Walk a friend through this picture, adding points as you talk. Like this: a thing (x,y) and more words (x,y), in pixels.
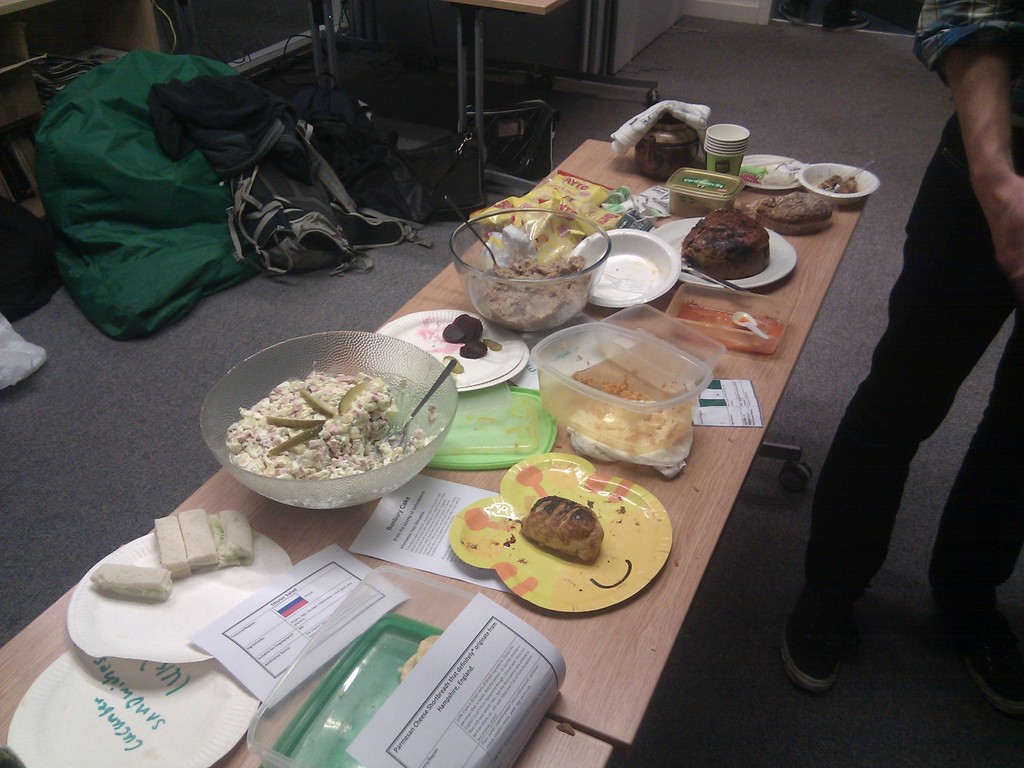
In the center of the image (674,478) we can see a table (390,640). On the table (401,664) there are bowls (361,435), food (565,524), meat (556,507), spoons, glasses (711,167) and paper (420,504). On the right side of the image (846,539) there is a person (850,557). On the left side (152,279) we can see bags (259,248) and tables (480,127).
